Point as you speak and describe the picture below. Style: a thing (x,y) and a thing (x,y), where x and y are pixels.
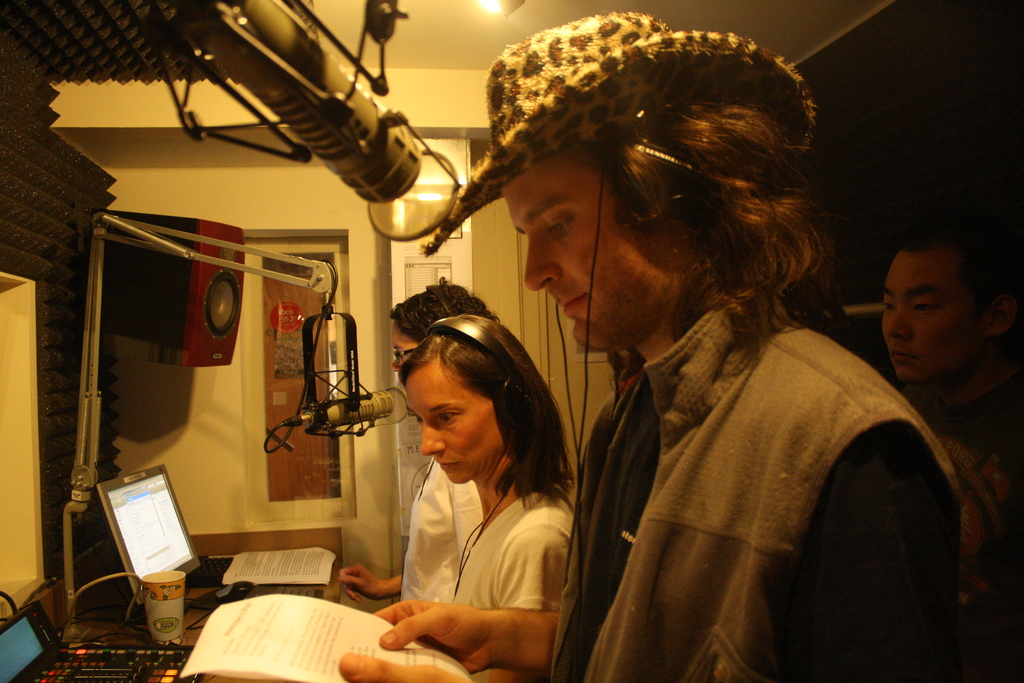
In this image we can see four persons (894,368), two persons (809,377) are wearing headphones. One person (648,396) is wearing a hat (635,73) and holding a paper (376,655) in his hands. To the left side of the image (250,561) we can see a laptop (184,549), cup (175,619), papers (260,562) and a device (173,645) placed on the table (206,615), two microphones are placed on stands (309,350) and a speaker (240,304). In the background (287,319), we can see some lights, window (300,446) and a door (559,382).
